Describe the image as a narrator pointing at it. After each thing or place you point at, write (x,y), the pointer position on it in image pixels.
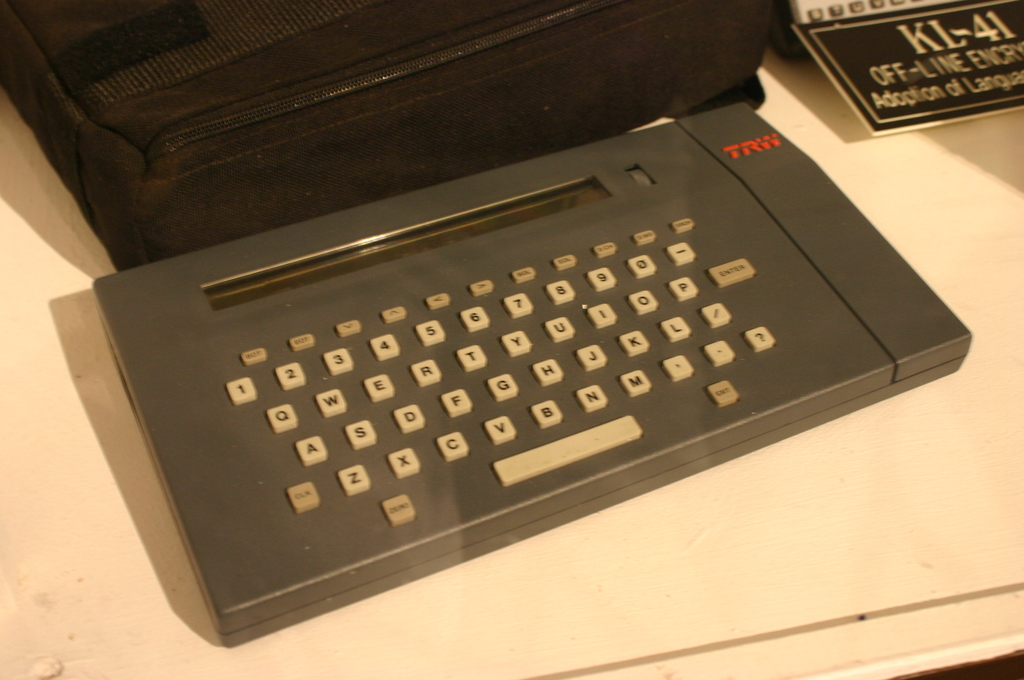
In the picture we can see a white color desk (558,573) on it we can see a key board (301,604) with buttons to it and behind it we can see a bag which is black in color and beside it we can see a board (993,63) with some information (922,76) in it.
